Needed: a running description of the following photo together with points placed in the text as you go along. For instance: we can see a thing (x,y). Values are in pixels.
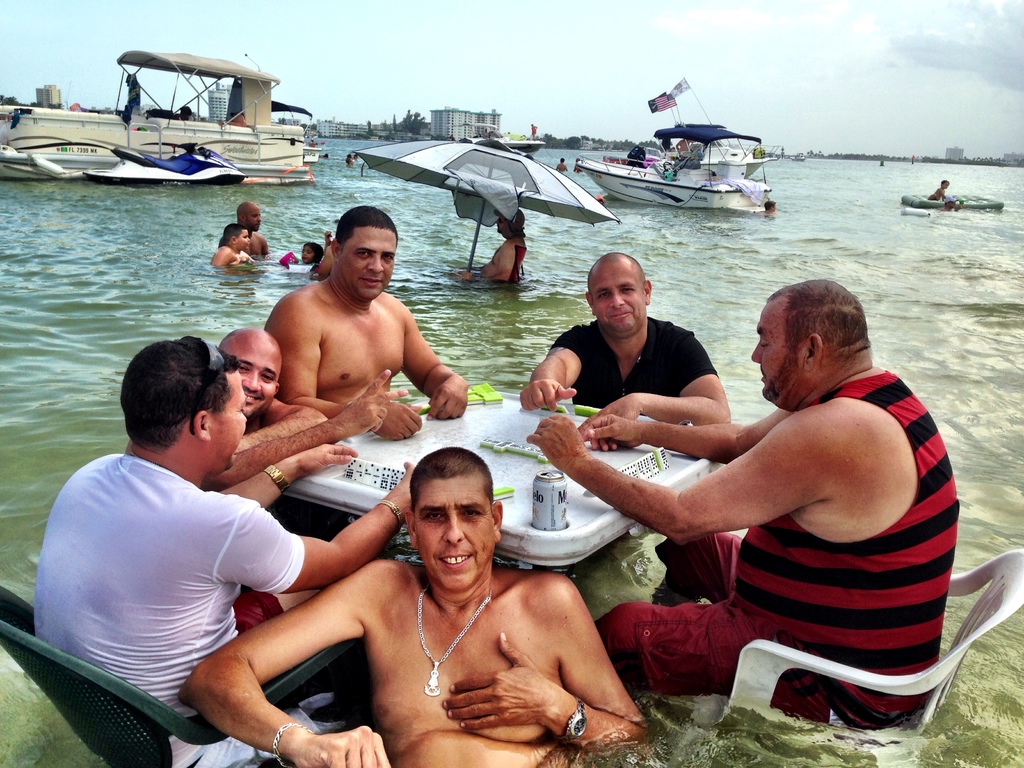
In this image, we can see a group of people (317,455). Here two persons (696,657) are sitting on the chairs (146,693) in the water (986,664). Here there is a table (591,532). Few things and objects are placed on it. Background (537,106) we can see boats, people (506,272), buildings (388,130), trees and sky (487,59).
